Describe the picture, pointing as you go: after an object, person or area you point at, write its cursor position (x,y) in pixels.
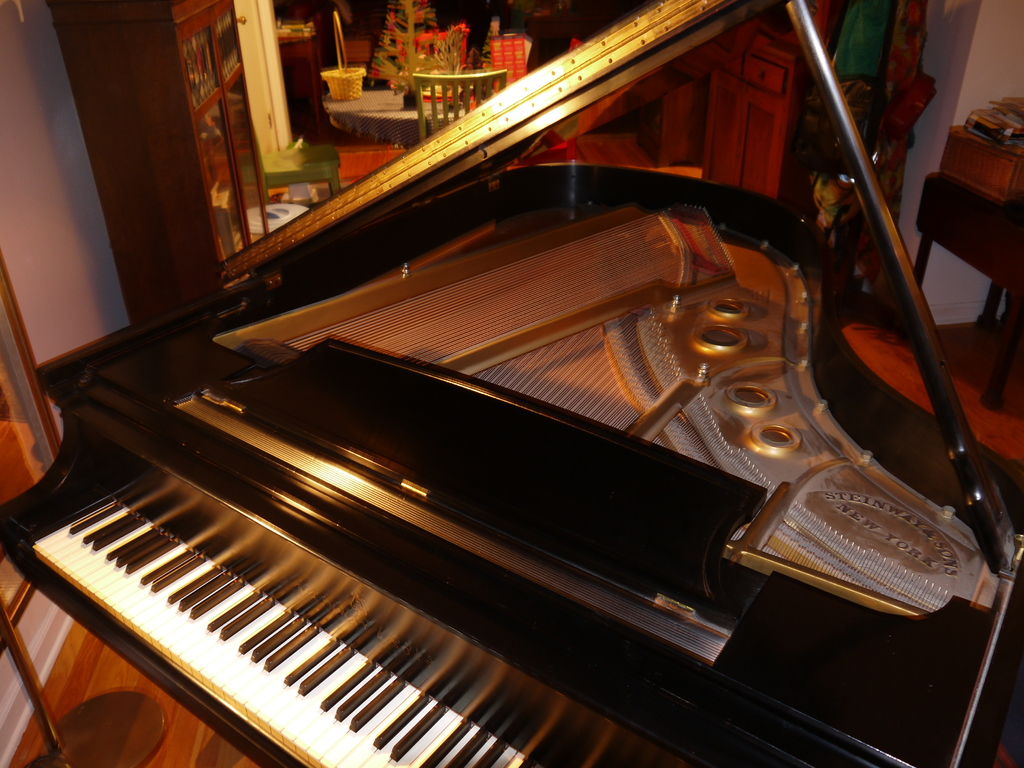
As we can see in the image there is a black and white color musical keyboard (284,611), table (407,121) and a chair (433,110). On table (374,111) there is a basket (357,74) and a plant (439,50).
